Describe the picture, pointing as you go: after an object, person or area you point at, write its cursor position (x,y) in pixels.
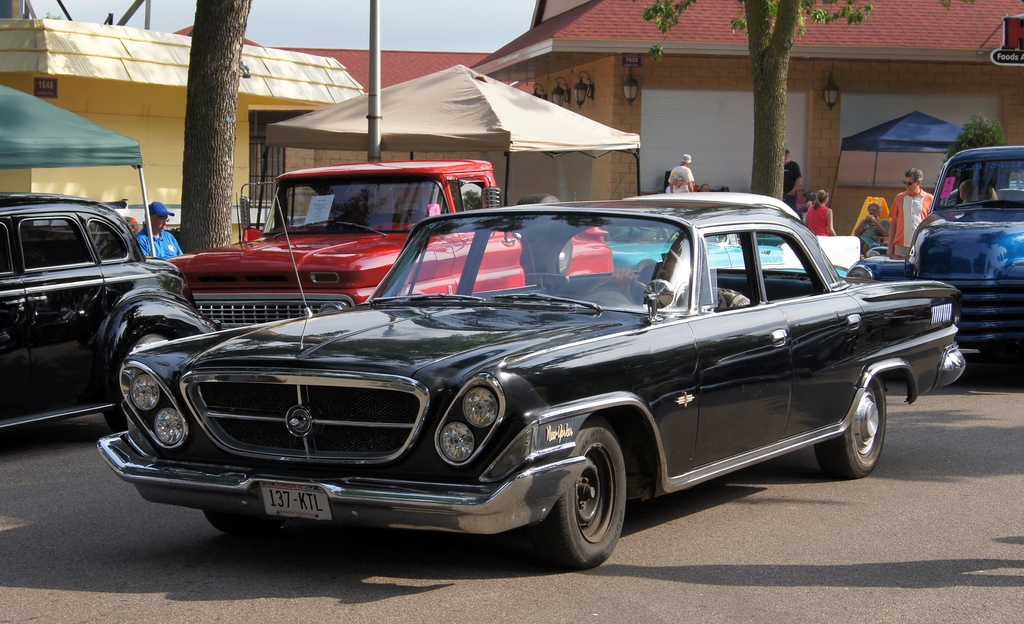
In this image, there are five cars (652,223) on the road (684,510). These are the canopy tents (479,123). I can see few people (794,189) standing and few people (157,232) sitting. This looks like a tree trunk (214,64). These are the trees (777,115). I think these are the houses (592,73). I can see the lamps (584,97) attached to the wall (642,86).
